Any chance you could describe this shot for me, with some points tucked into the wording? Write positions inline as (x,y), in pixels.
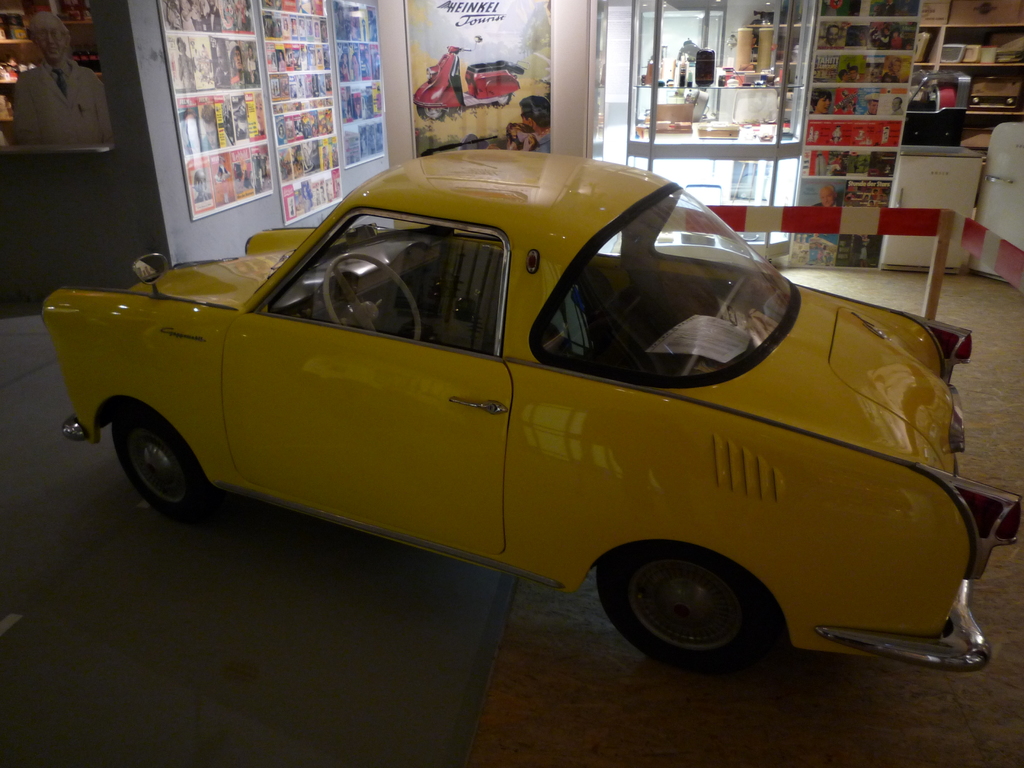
In this image, we can see a car (581,285). We can see the ground (1002,711). We can see some posts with images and text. We can see the fence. We can see a table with some objects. We can see some shelves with objects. We can see white colored objects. We can see some glass (570,350).
